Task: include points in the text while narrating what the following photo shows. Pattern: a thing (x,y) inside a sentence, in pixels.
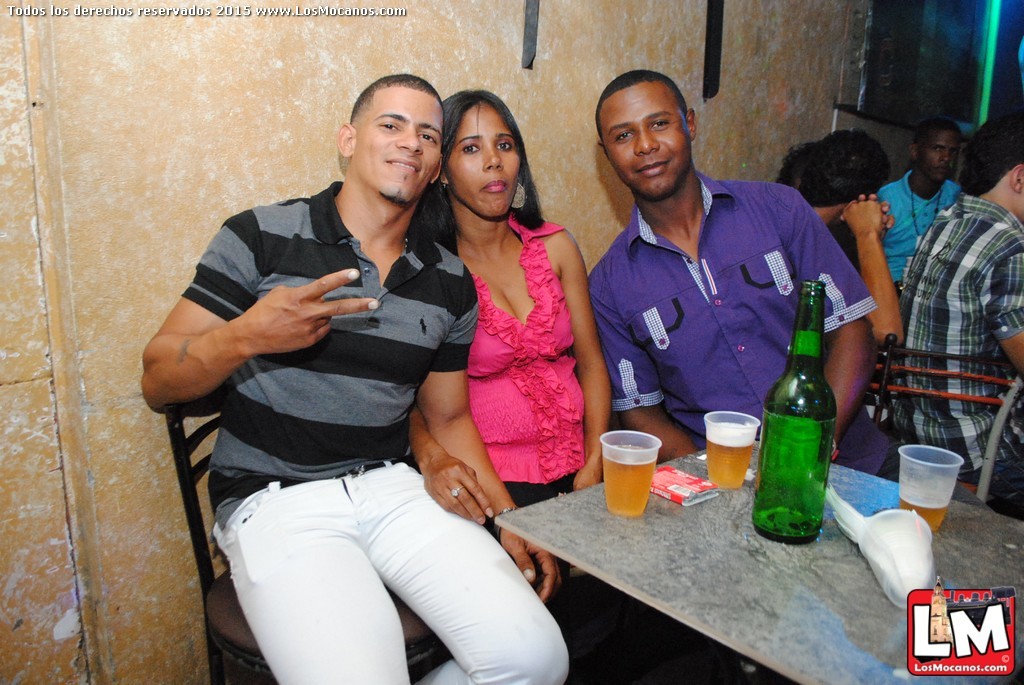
There are few people (725,296) in the image sitting on the chairs (928,371) at the tables (840,570). From left of the image (284,374) the man (216,441) wearing a T-shirt (276,385) is posing for a picture. A woman (484,394) beside her is wearing a pink dress (472,385) and the man (604,320) next to her is wearing a purple shirt (632,322). There is bottle (774,387) and glasses (744,419) with drink (652,463) in it on the table (675,542) in front of them. In the background (885,195) there are few men (878,206). On the top left corner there is some text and at the below right corner there is a logo (956,649).
